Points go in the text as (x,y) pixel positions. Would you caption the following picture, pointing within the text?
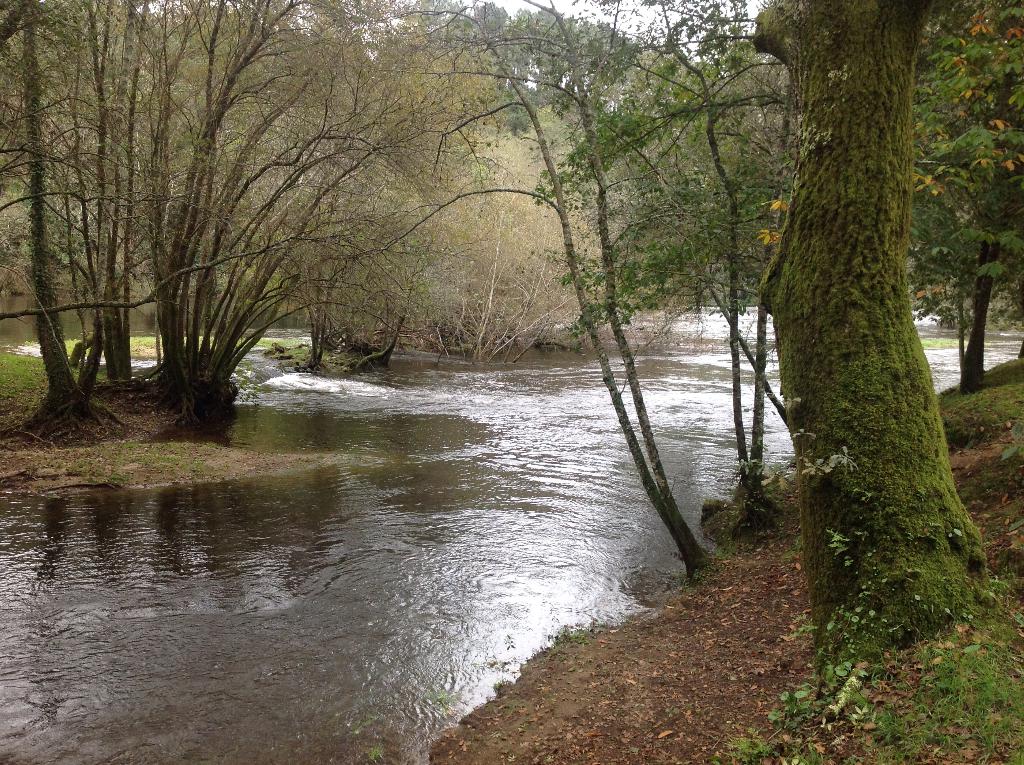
In the center of the image (581,422) there is water (421,462). In the background of the image (435,331) there are trees (514,58). At the bottom of the image (565,727) there is soil (668,690).
